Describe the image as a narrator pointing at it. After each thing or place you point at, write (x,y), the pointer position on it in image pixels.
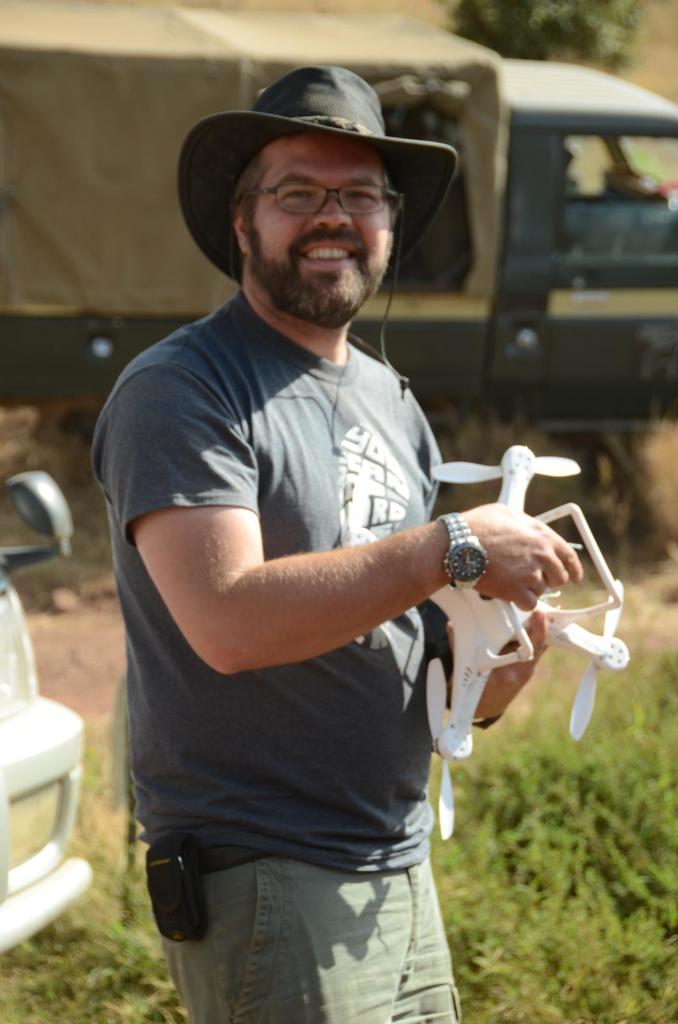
In the image there is a man (291,599) with a hat (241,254) and spectacles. He is standing and holding a drone (431,667) in his hand (502,679). Behind him there is a vehicle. And on the left side (6,726) corner of the image there is another vehicle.
